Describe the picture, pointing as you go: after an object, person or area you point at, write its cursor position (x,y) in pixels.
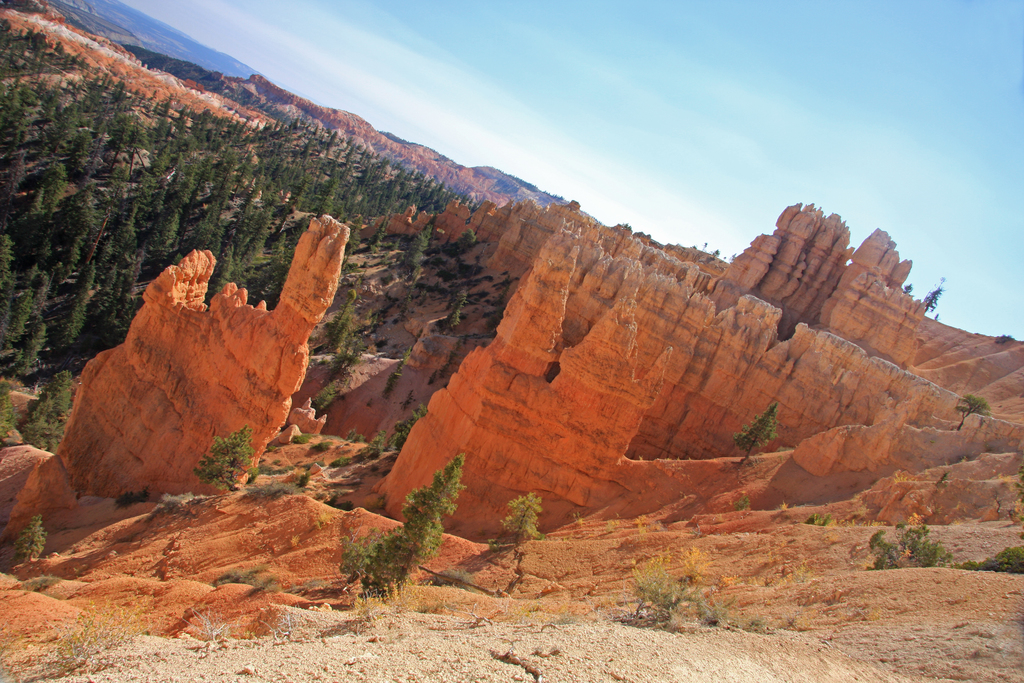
In this image, there is an outside view. In the foreground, there are some trees (279,248) and hills (303,242). In the background (529,69), there is a sky (558,32).
